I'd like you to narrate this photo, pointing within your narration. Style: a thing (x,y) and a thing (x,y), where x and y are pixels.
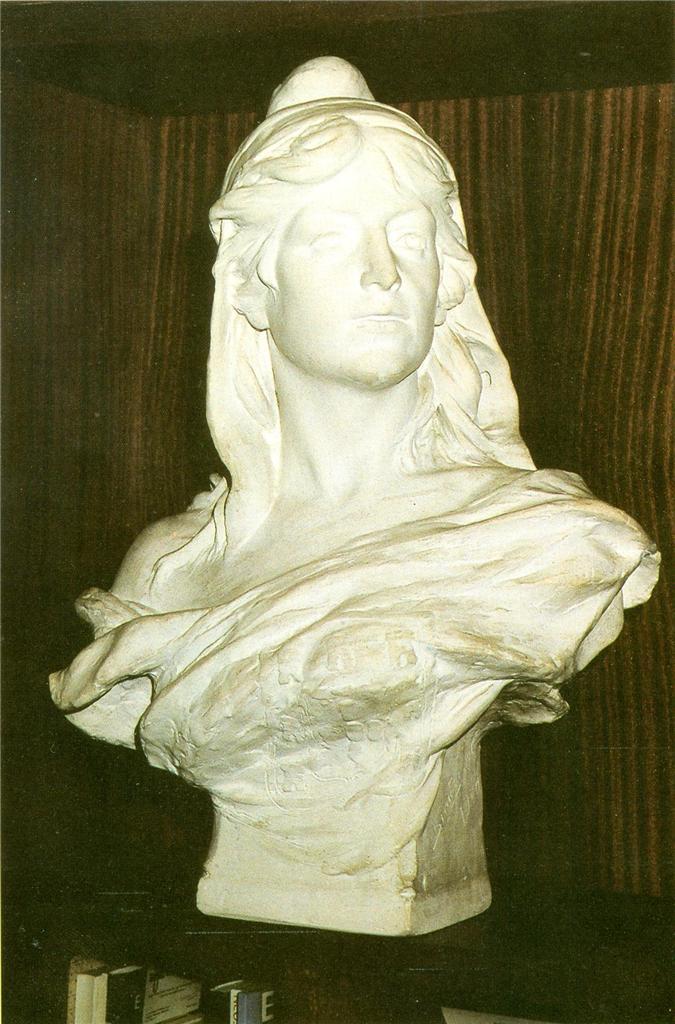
In the center of the image (415,383), we can see a sculpture (294,598) and in the background (537,118), there is a wall (507,323).
